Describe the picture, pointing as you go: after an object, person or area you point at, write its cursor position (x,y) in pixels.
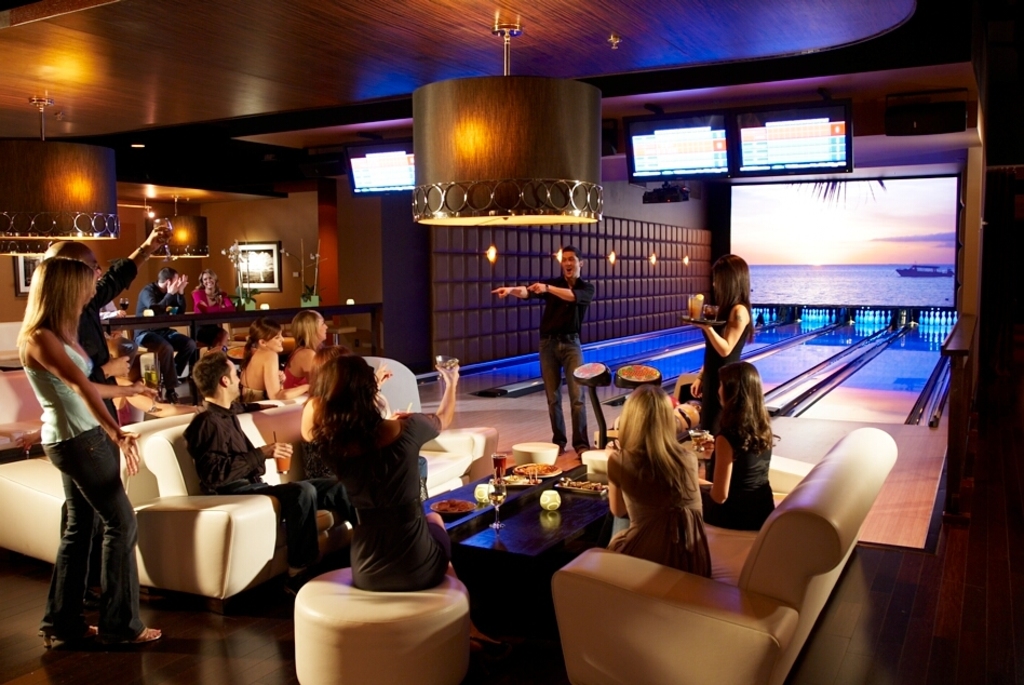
Here there is a light (478,192) on the top (486,206) and there are so many sofas (784,575) in the middle of the room (765,356). And there a table (121,324) on left side (170,296) and there are two persons (201,311) sitting over there. One man (156,334) and a woman (210,288). woman (204,299) is smiling there. and here on the left side (60,391) there is a person (75,397) standing, two persons (97,305) standing and in the middle of the room (509,444) there is a table (595,529) which has glasses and a vessel (551,495) and near that there are sofas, on the sofas (585,576) there are 5 people (371,409) sitting and there is a person (737,347) who is standing near them who is holding two glasses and the another person (553,302) is standing and he is talking something, he is pointing someone and there are two screens (708,141) on the top (774,149).
